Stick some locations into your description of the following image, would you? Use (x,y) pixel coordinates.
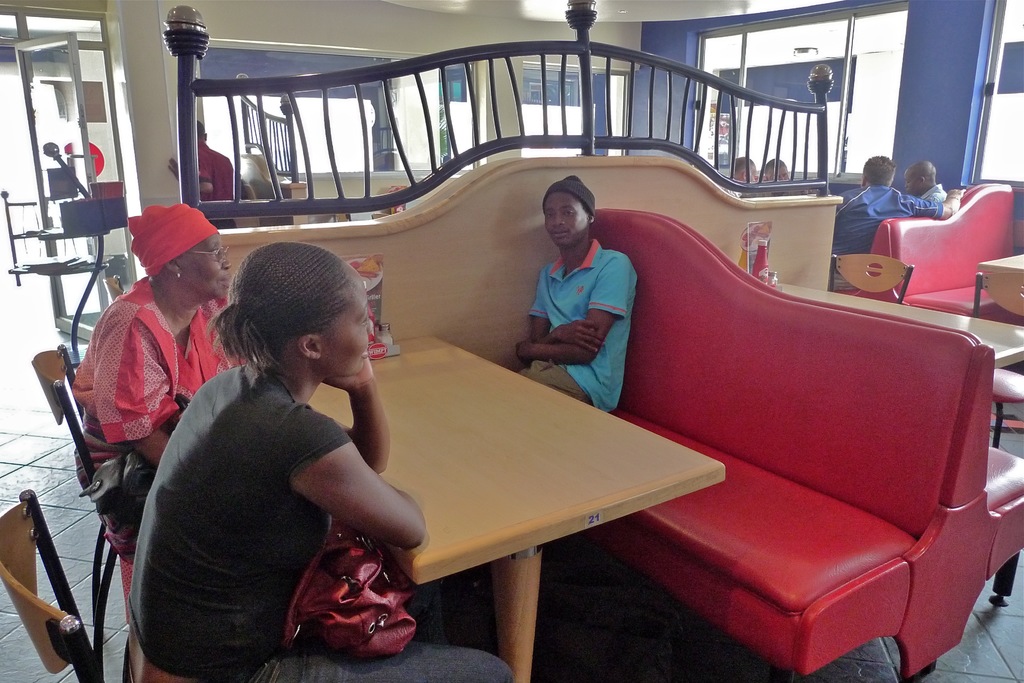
Here we can see three persons (185,679) are sitting on the chairs (24,593). This is table (543,520). And there is a pillar (126,75). Here we can see a glass (757,69) and this is floor (23,365).
